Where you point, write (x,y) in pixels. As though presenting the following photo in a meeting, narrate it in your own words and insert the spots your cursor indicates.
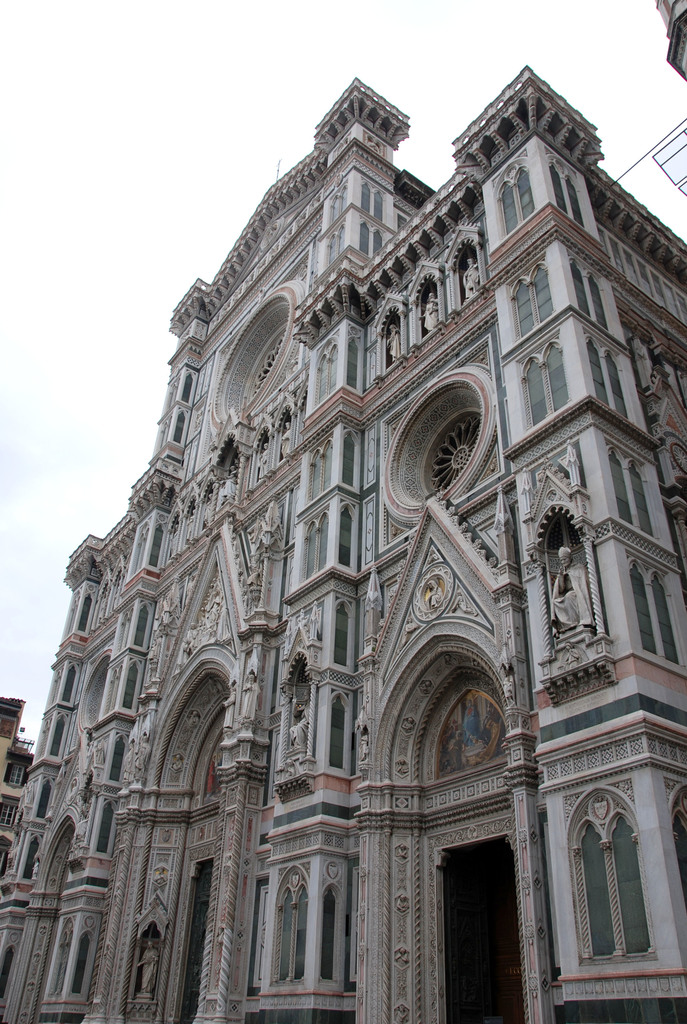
Picture of a cathedral (622,908). In this place there are windows (58,989) and statues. Far there is a building (25,743). Sky (85,197) is cloudy.
